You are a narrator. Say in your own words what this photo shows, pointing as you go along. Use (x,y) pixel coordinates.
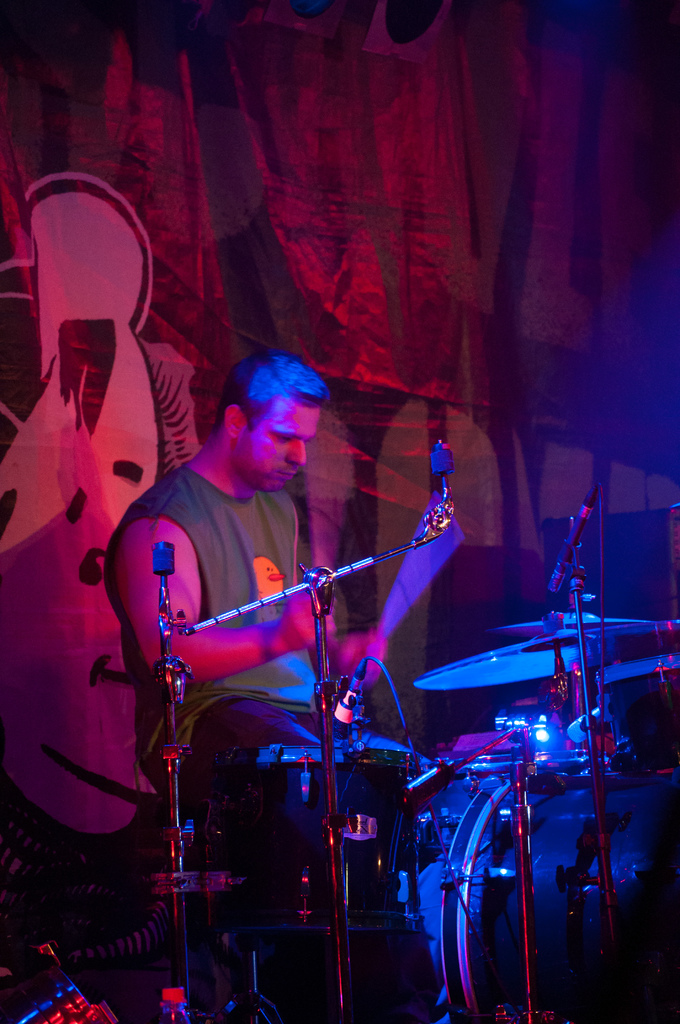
In this picture there is a man (225,595) sitting and playing musical instrument (445,669) and we can see microphones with stands (341,926). In the background of the image (386,165) we can see banner (415,413).
